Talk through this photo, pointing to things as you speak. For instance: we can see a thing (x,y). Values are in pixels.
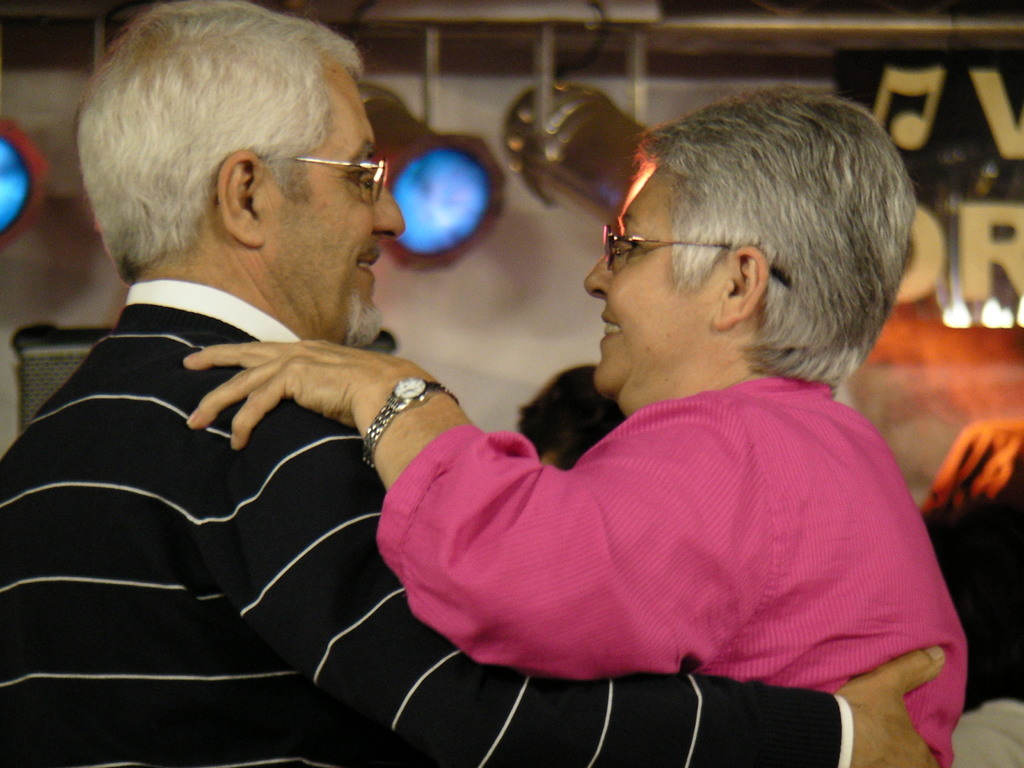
In this picture there is a man (402,221) and a woman (716,239) in the center of the image (355,502), they are dancing and there are spotlights (542,139) at the top side of the image (565,65) and there is a poster (931,111) on the right side of the image (938,187).
